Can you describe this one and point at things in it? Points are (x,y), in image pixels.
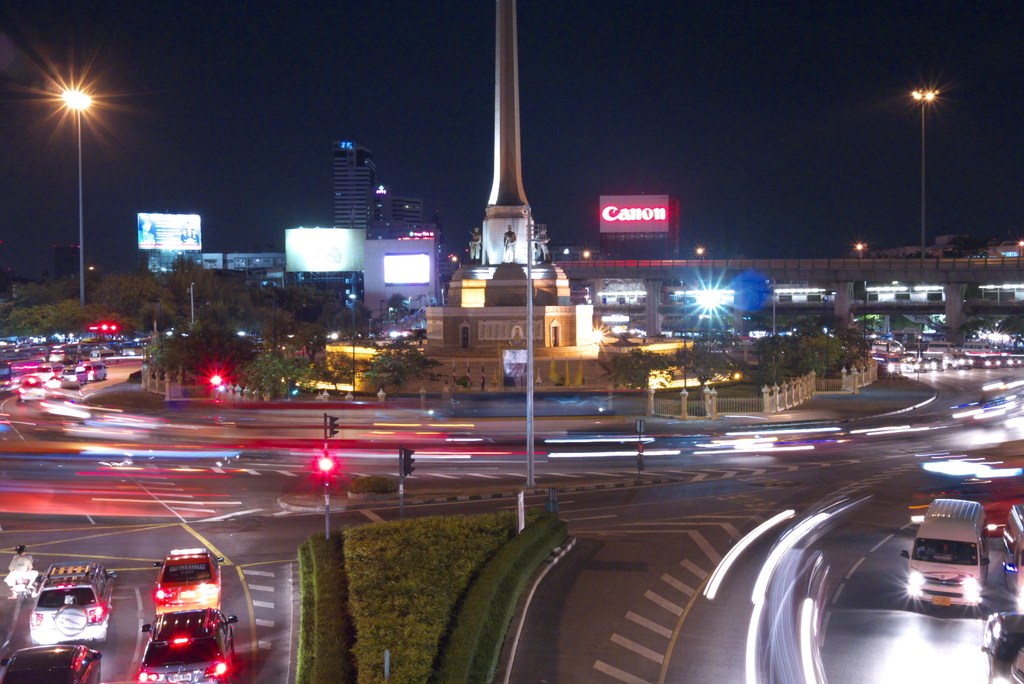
This image is taken outdoors. At the top of the image (360,118) there is the sky (714,108). At the bottom of the image (654,645) there is a road (244,660) and there is a ground (380,652) with grass (374,631) on it. There are many plants (438,588) on the ground (463,525). In the middle of the image (358,414) many vehicles (219,570) are moving on the roads (947,400). There are a few poles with signal lights (328,446) and street lights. There are many trees (198,273). There are a few buildings (411,209) and there is an architecture (508,308). There is a railing (795,393) and there is a bridge (714,265) with walls (724,279) and pillars (951,300). There are a few boards (641,215) with text (623,217) on them.
